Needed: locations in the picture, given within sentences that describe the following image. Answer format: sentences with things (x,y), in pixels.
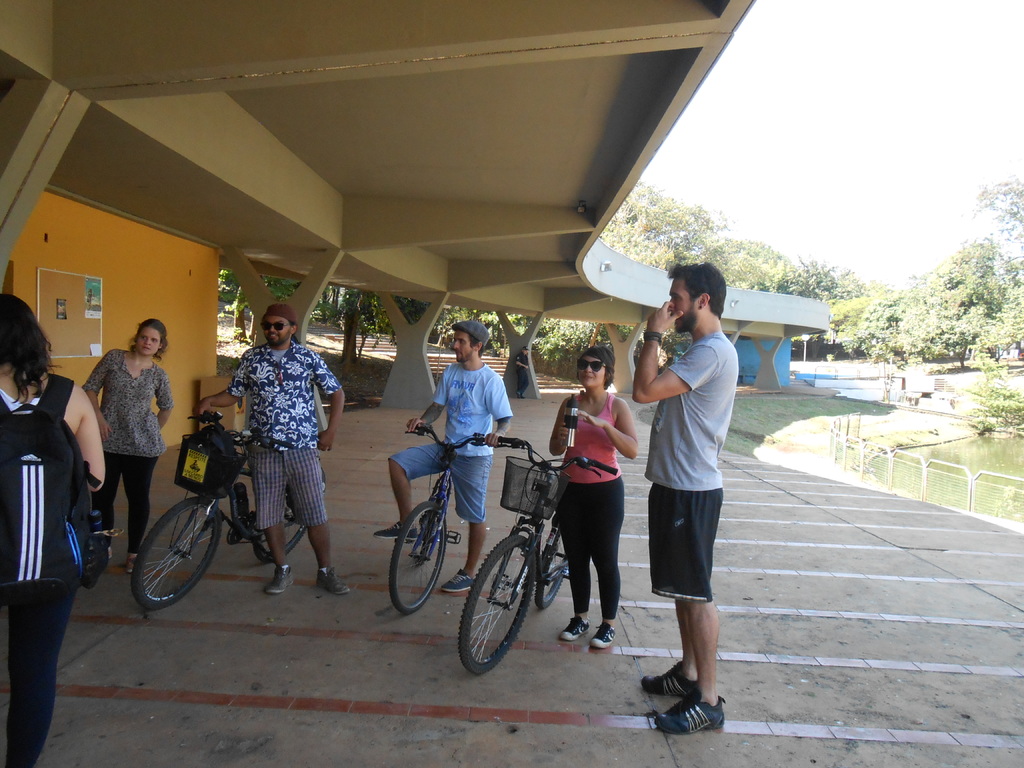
At the top (930,172) we can see sky (952,159). On the background (968,282) we can see trees (968,282), stairs (553,387) and a lake (948,452). This is a fence (860,466). Here we can see three persons (290,461) standing holding bicycles (522,482). We can see a woman (162,354) and a man (692,466) standing here. This is a wall (158,285) and there is a board (96,325) on it. Here we can see a person (75,434) carrying a backpack (66,543) which is black in colour.
